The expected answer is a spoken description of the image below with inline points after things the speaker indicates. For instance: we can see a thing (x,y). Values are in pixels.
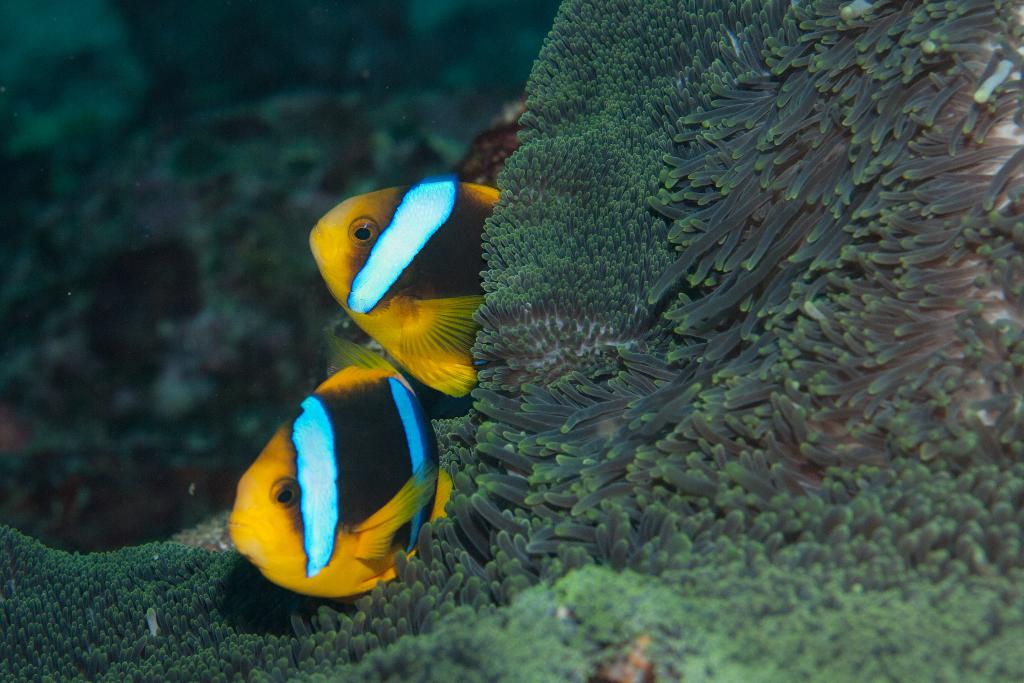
In this image we can see two fishes (315,428) in the water (293,312). In the background (293,312), we can see coral reef (745,255).
